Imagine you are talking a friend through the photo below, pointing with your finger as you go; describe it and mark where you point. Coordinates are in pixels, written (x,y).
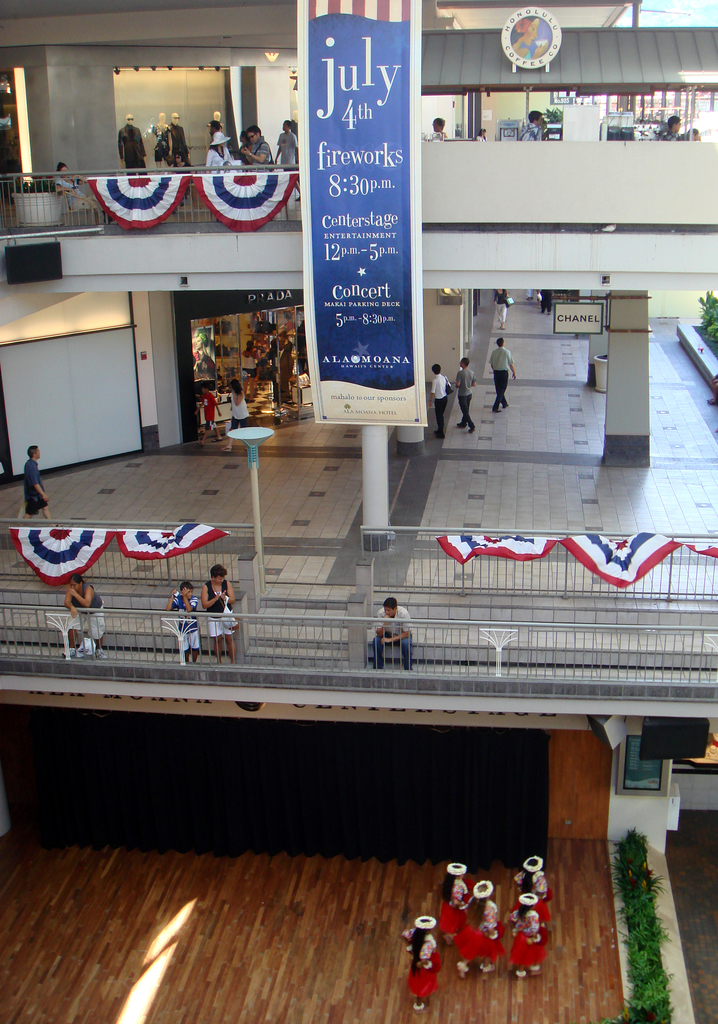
In this picture we can observe some people (196,639) behind the railing (10,608). There is a blue and cream color poster (338,192). There are some people (460,897) standing on the floor (311,965), wearing red color dresses (479,928). We can observe some pillars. There are mannequins (165,130) on the left side (126,127). On the right side (714,323) there are plants (638,936).
